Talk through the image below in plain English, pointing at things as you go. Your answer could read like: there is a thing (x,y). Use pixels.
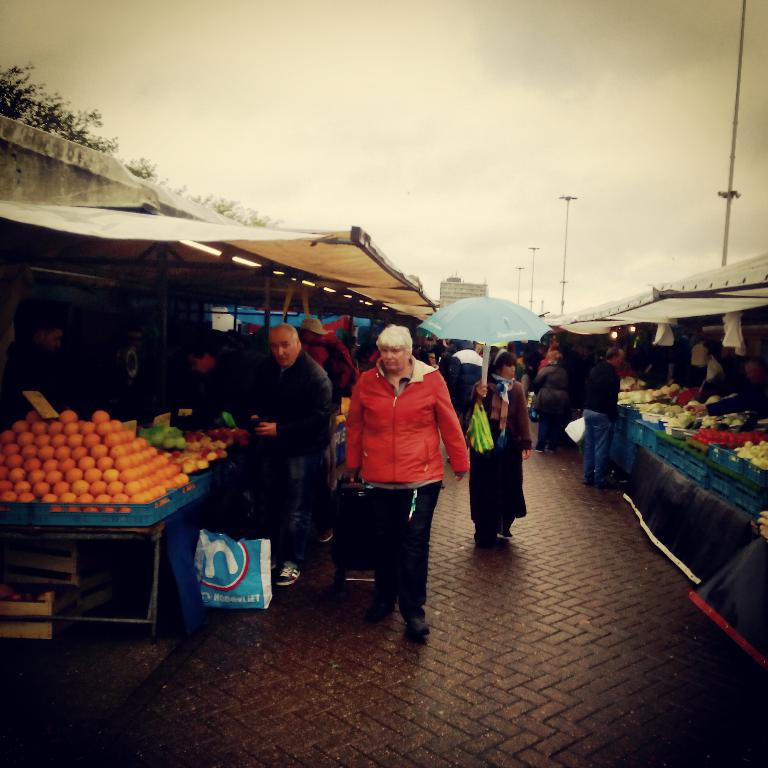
In this picture there is a woman (403,593) who is wearing red jacket (455,456), black trouser (410,557) and shoes (422,619). She is walking on the street (487,636), besides him I can see some people (497,407) who are standing near to the fruits shops (740,495). On the left (61,441) I can see the oranges (89,464), apples (203,446) and other fruits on the tables (107,513). On the right (682,506) I can see the vegetable market (698,383) and some people (553,353) are standing near to that. In the background (480,291) I can see the building (449,289) and street lights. In the top left (14,80) I can see some trees (46,112). At the top (402,86) I can see the sky (458,40) and clouds (363,131).
